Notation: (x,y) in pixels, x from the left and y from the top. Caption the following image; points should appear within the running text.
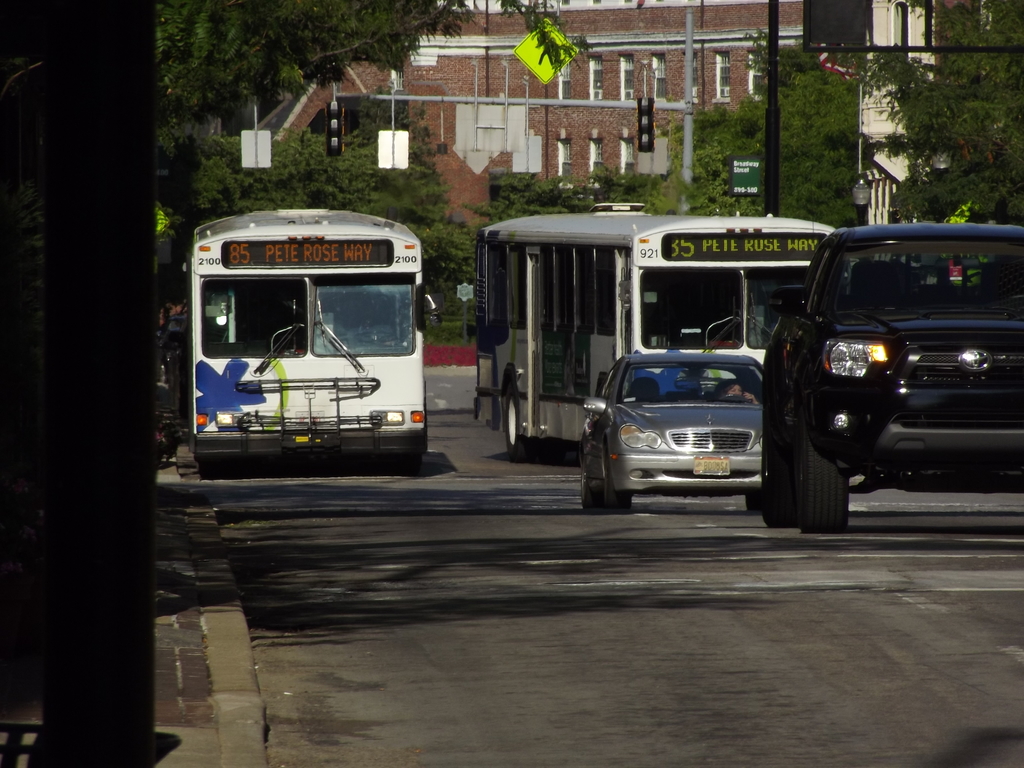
In this image there are vehicles (627,453) on the road (516,469), and in the background (384,136) there are boards (490,156) and signal lights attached to the poles (775,65), flag (845,70), buildings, trees (308,36).
